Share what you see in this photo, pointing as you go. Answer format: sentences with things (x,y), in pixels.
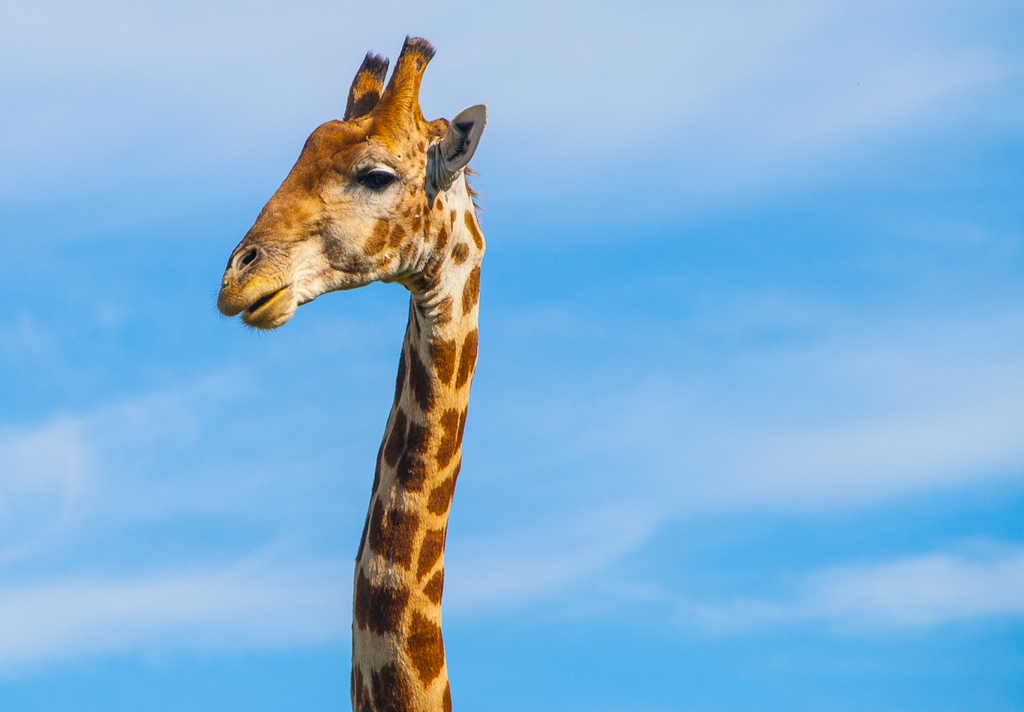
In this image in the front (401,442) there is a giraffe (401,442) and the sky (554,548) is cloudy.
